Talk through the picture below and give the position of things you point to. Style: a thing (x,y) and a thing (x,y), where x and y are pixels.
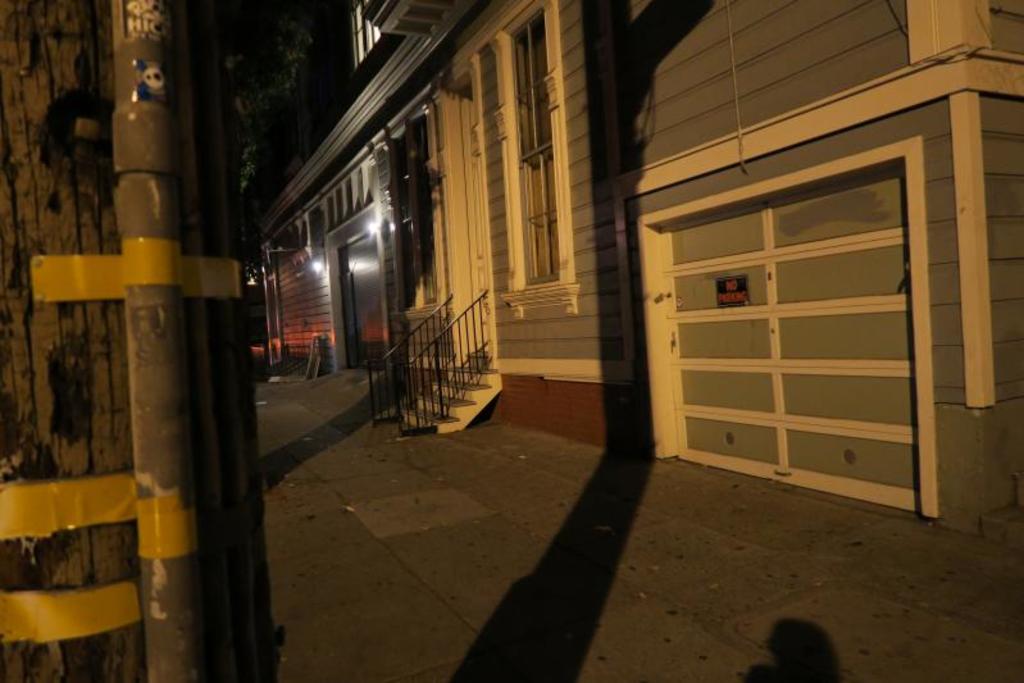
There is a pipe (143,422) on the left side of this image (143,420). There is a building (639,336) in the middle of this image (411,254). It seems like there is a tree (253,90) at the top of this image (263,85).
